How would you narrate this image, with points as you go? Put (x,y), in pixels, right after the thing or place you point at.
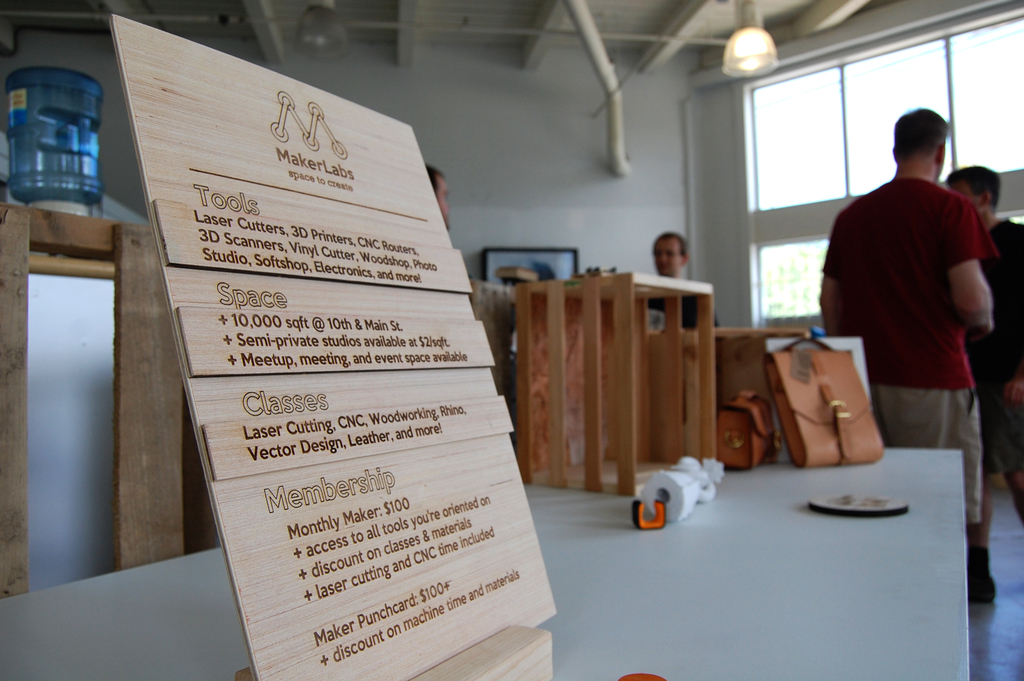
In this picture these persons (974,297) are standing. On the background (599,172) we can see wall (524,178), glass window (784,196). We can see table (717,579). On the table (670,589) we can see bag (800,422), Things (593,336), Board (335,456). We can see bottle (11,85). On the top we can see bottle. This is floor (1009,636).
